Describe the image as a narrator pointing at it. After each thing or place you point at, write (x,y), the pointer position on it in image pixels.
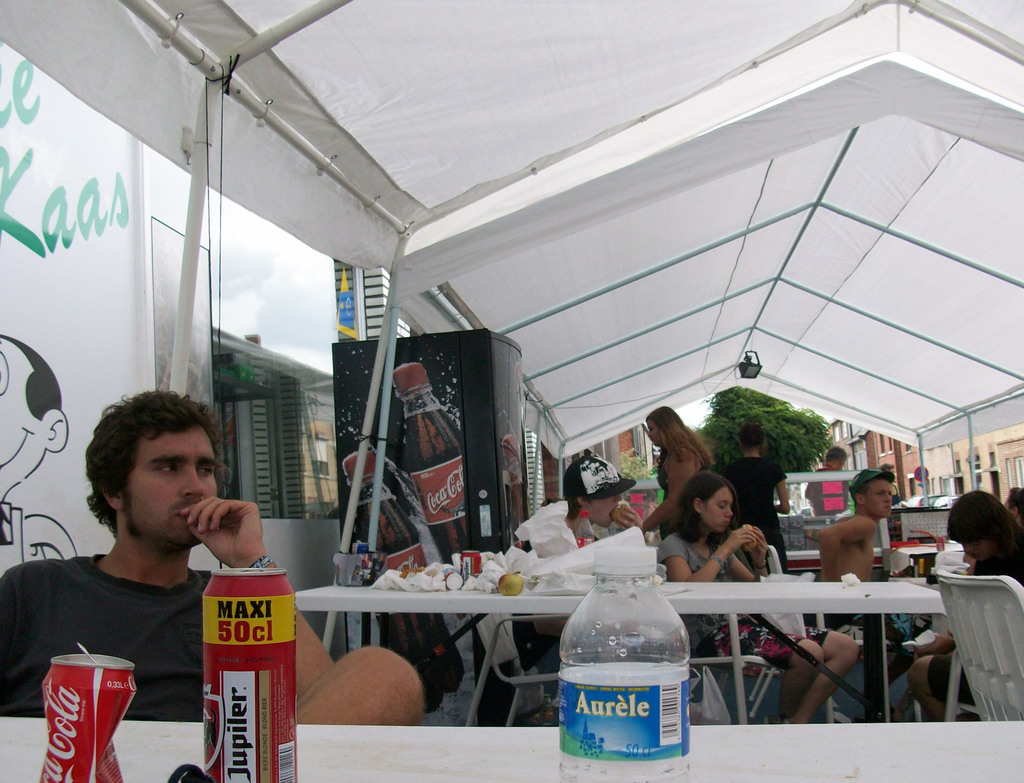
In this picture there is a man (162,407) who is wearing t-shirt (109,627) and he is sitting on the chair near to the table (198,727). On the table (897,764) i can see the coke cans (87,709) and water bottle (660,754). On the right (724,647) there is a woman (726,552) who is sitting on the chair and eating a burger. beside her i can see many plastic covers (579,557) and other objects (476,568) on the table (535,598). In the background (1013,480) i can see the buildings (990,443), trees (757,414), clouds (706,410) and sky (694,417). In the center (406,449) there is a fridge (412,460) near to the window (321,485). At the top (791,134) there is tent (920,257) and focus light (747,366).
